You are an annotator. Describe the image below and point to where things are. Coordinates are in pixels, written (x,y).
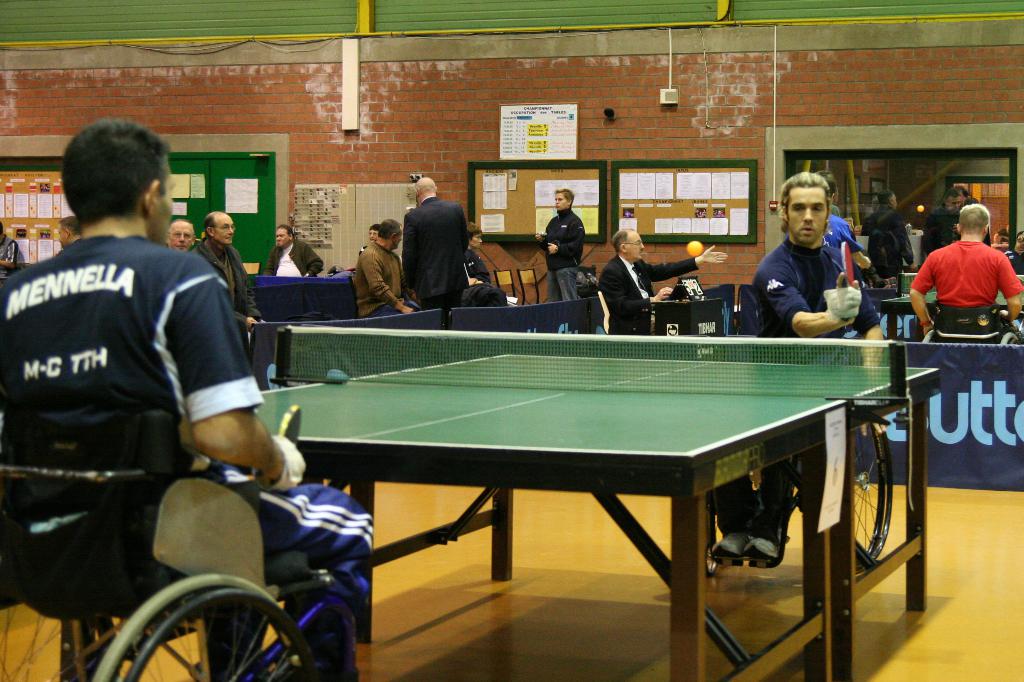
In picture there is a stadium (389,502) in which many people (216,416) are sitting on a wheelchair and playing table tennis game there are bats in their hands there are tables (424,425) between them on the wall (664,147) there are some boards (514,190) on the boards (517,194) there are some papers (500,195) there are many chairs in the room (630,195) there are banners (967,451) there is some text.
